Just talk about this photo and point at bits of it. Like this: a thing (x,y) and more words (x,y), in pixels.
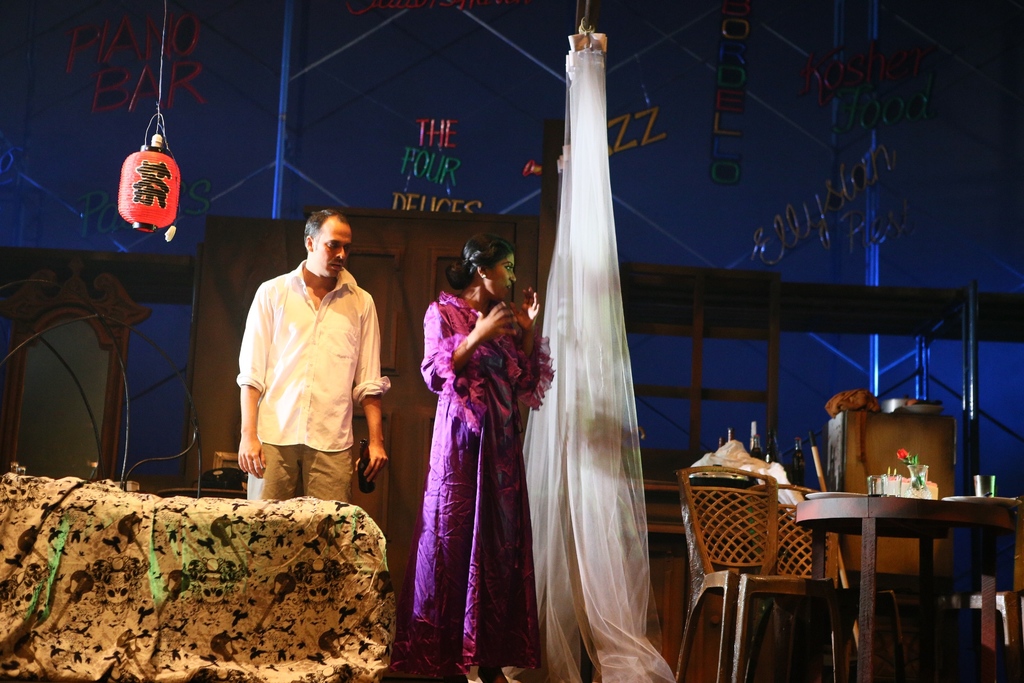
In this picture there is a man (284,352) who is wearing a white shirt (304,398) is holding a bottle (360,482) in his hand (376,464). There is a woman (463,415) who is wearing a purple gown (474,459) is standing. To the right (768,556), there is a chair (799,544). There is a table (885,498). There is flower (906,454) in the glass (915,478). At the background (96,400) there is a mirror (69,378). There is a cupboard (423,236). There is a white cloth (587,232) and is hanged to the rod (594,21). There is a bowl (920,399).
